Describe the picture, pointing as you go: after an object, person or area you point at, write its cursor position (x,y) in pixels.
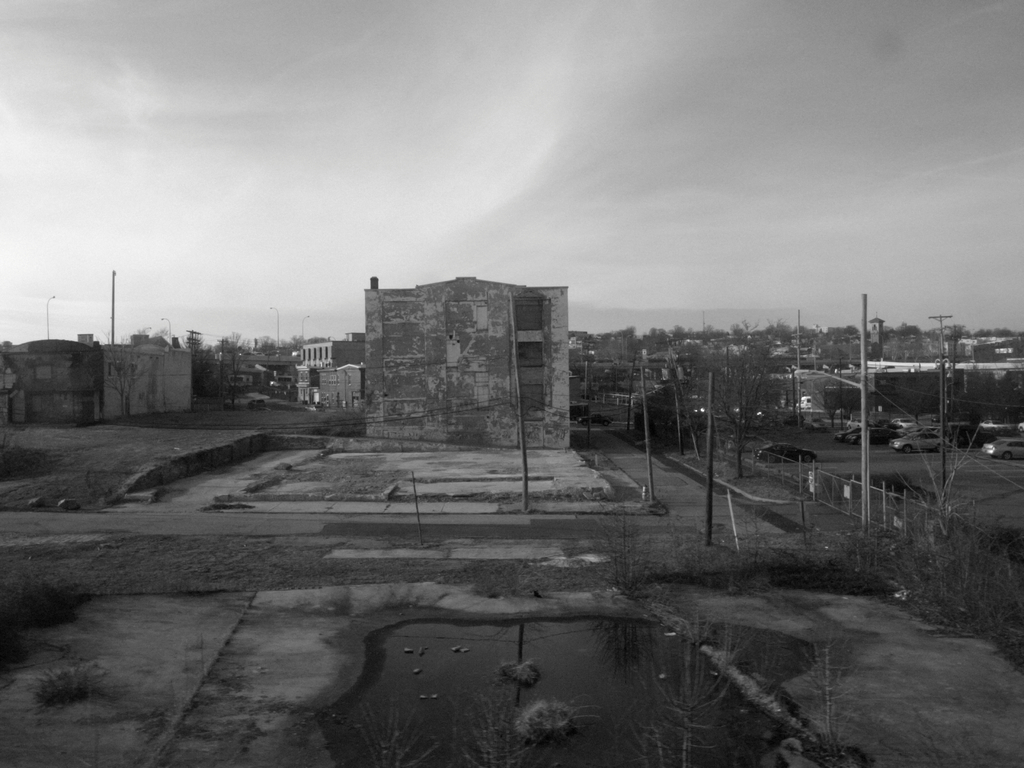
In this picture we can see some houses (455,395) and some electric poles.
